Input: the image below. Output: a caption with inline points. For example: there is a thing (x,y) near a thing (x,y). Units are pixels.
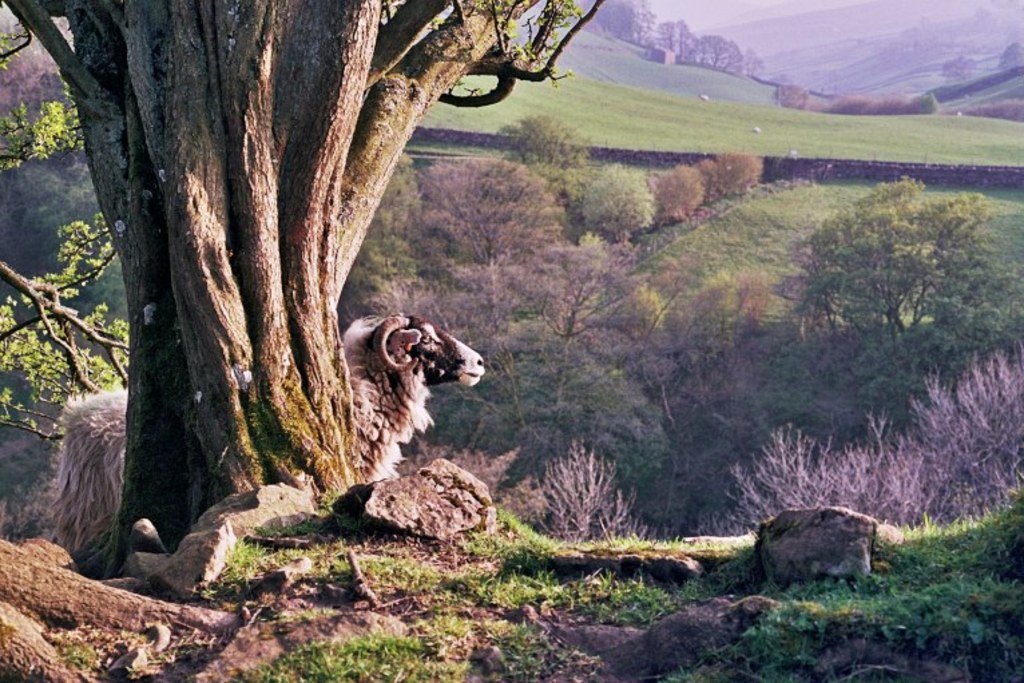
In this picture we can see an animal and few stones (147,522) and in the background (917,352) we can see trees (912,370).
